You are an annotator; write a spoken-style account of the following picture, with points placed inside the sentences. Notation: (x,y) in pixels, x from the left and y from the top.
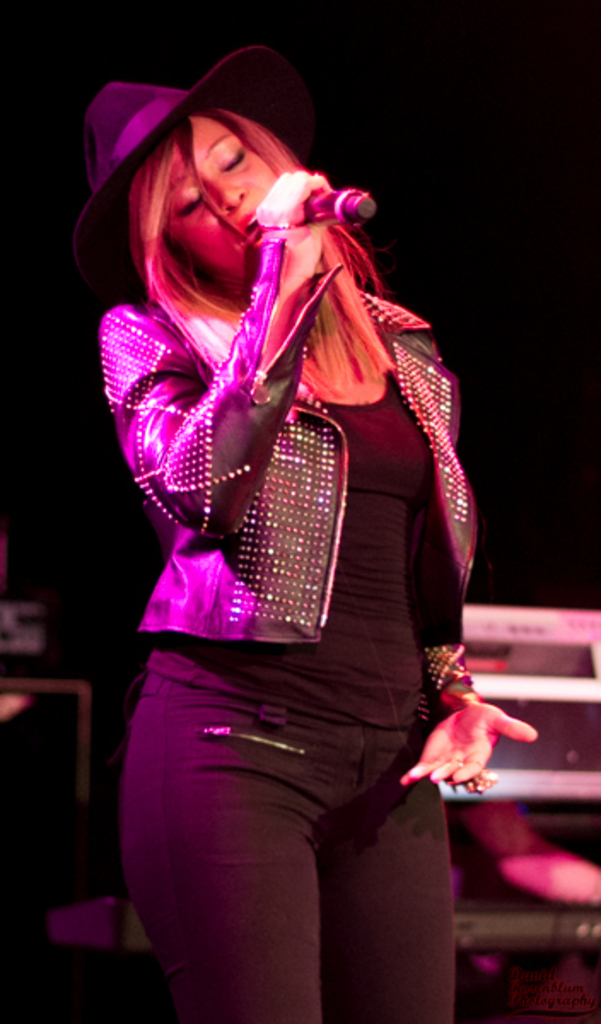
This picture is clicked in a musical concert, The woman (341,510) in black T-shirt (354,656) and black coat (292,478) who is wearing the black hat (306,150) is holding a microphone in her hand (275,206). She is singing the song on the microphone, Behind her, we see musical instruments (473,677). In the background (528,344), it is black in color.
